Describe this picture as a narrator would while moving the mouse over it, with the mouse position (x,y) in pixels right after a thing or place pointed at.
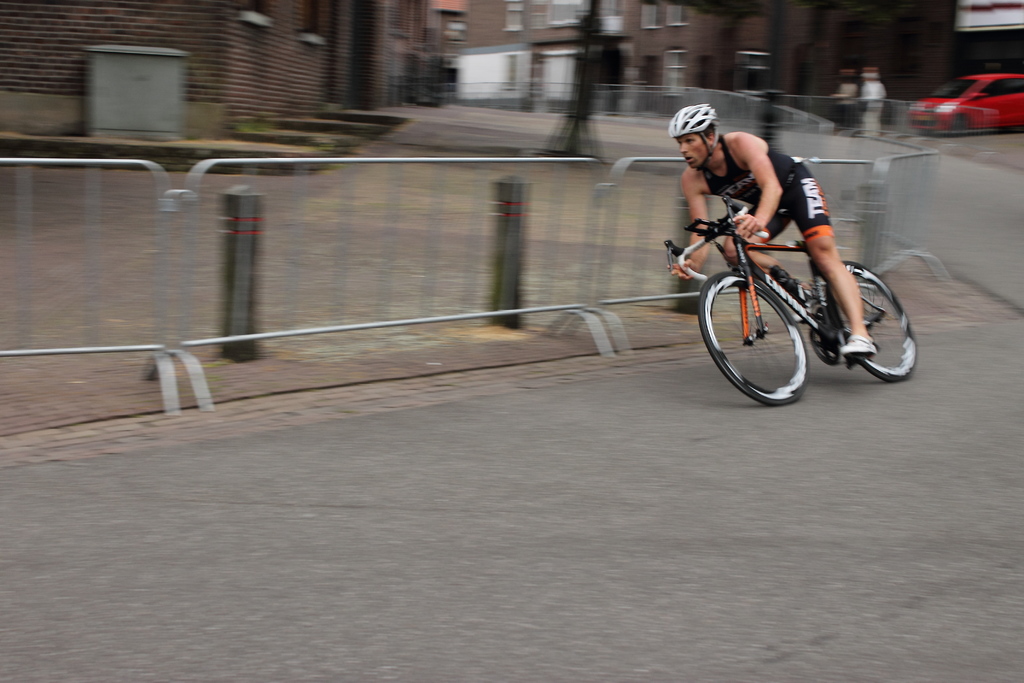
In the image there is a man (766,256) riding a cycle (742,322) on the road (801,432), behind him there are buildings (536,58), fencing (124,209), a car (945,128) and two other people (846,83).
